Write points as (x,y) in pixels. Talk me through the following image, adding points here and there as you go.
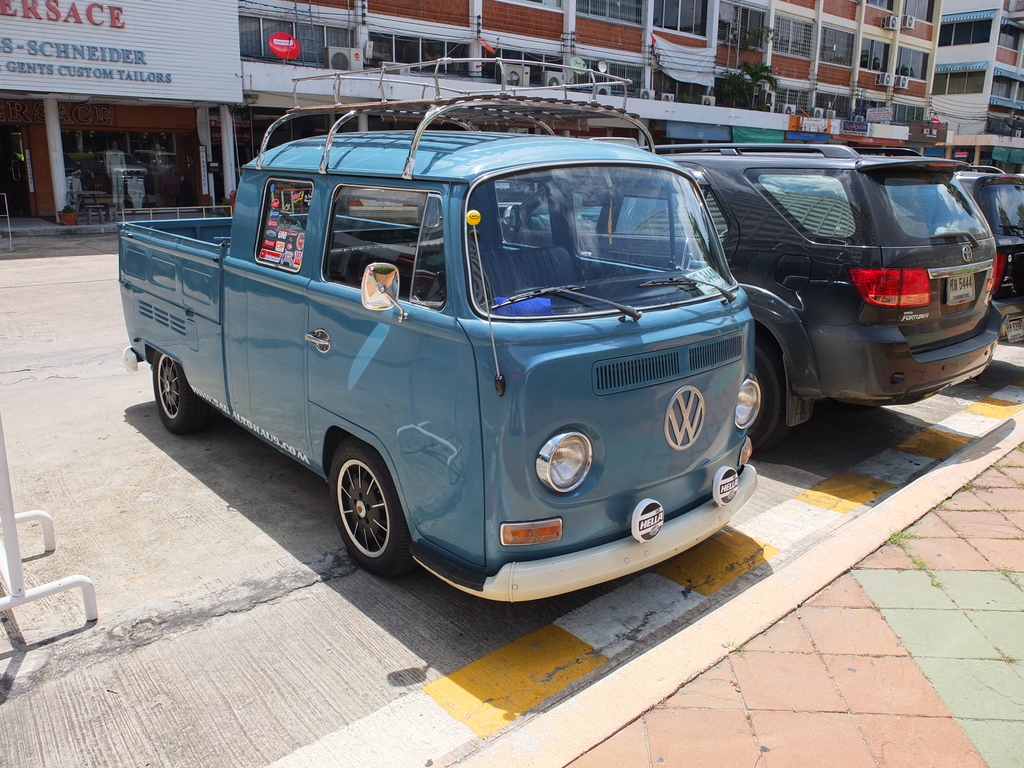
These are the cars (758,369), which are parked. I can see the buildings (556,39) with the windows (796,39). This looks like a name board (170,56), which is attached to the building wall (266,61).
